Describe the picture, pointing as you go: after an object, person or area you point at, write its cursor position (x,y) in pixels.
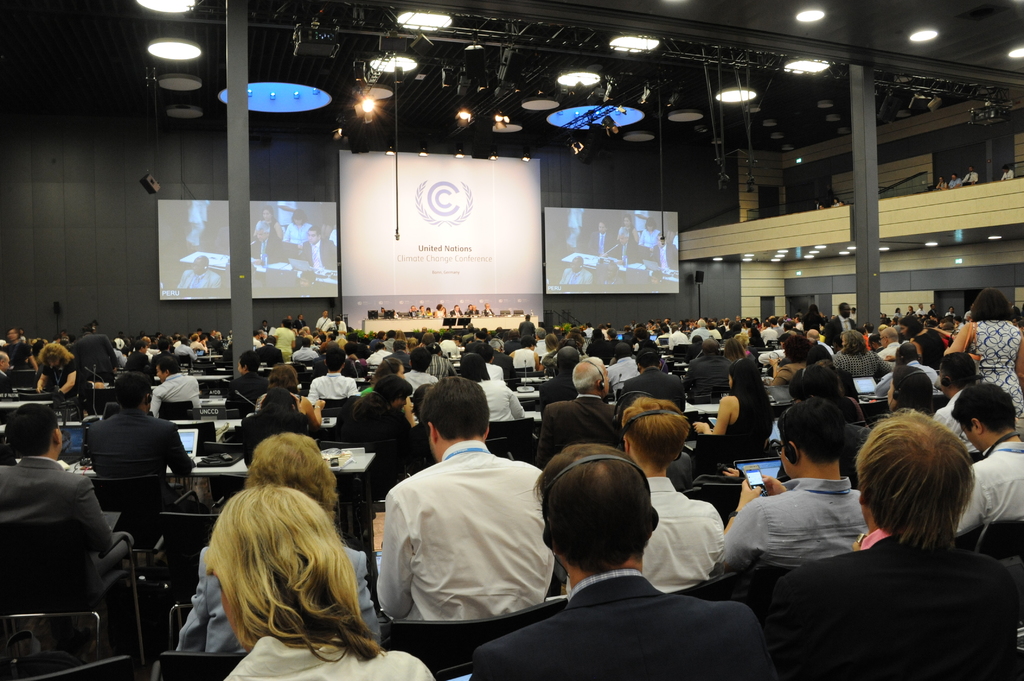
This seems to be an auditorium (662,388). At the bottom (308,624) a crowd of people (267,460) sitting on the chairs (400,625) facing towards the back side (278,359). In the background (411,310) there are few people (453,315) sitting in front of the table (424,323). At the back of these people (489,309) there are few screens (393,248) attached to the wall (226,303). At the top of the image (624,43) I can see the lights (383,71). On the right (858,204) and left side of the image (237,227) there are two pillars (244,246).
